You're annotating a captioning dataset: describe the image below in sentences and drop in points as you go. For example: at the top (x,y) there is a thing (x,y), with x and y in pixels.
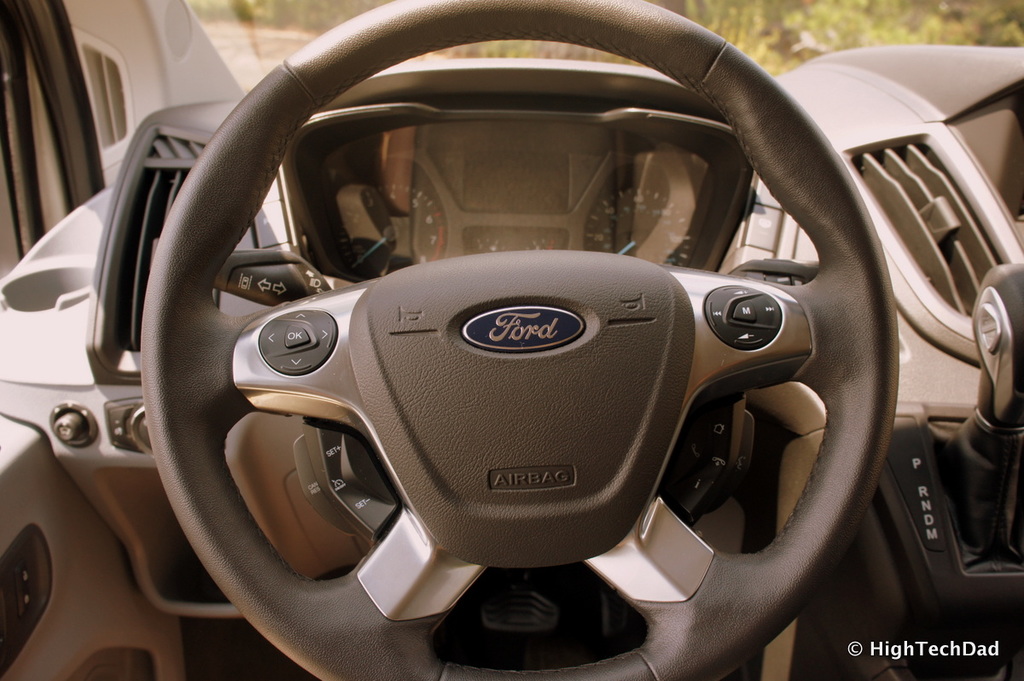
In this image I can see inside view of a vehicle (584,143) where in the front (706,332) I can see steering (310,78), gear handle (989,333) and speedometer (488,209). I can also see a watermark (855,656) on the bottom right side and on the top side of this image (827,19) I can see plants (849,31).
